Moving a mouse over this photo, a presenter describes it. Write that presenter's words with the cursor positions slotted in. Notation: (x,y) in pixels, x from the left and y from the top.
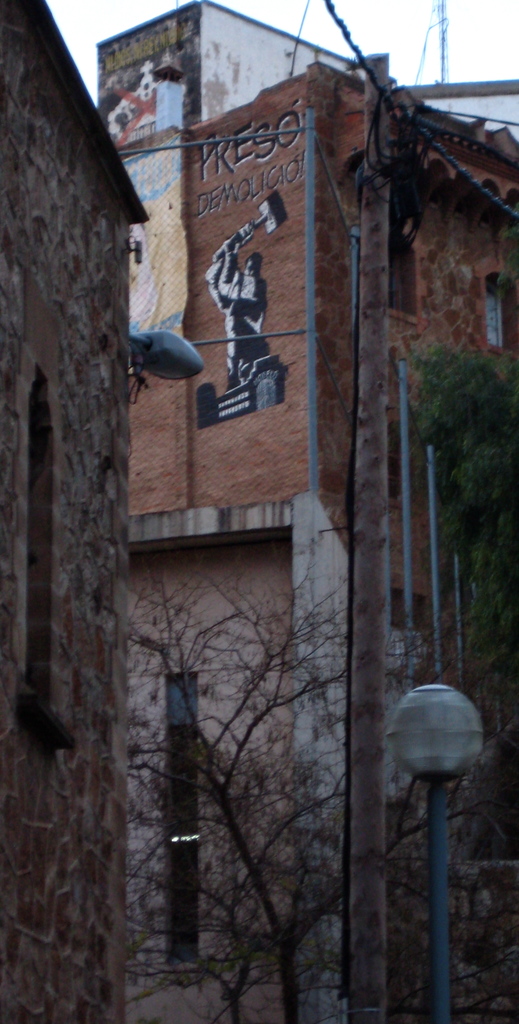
In front of the picture, we see the tree (286,826) and the light pole (413,716). There are buildings (223,249) and street lights (148,365) in the background (257,315). On the right side (514,669), we see a tree (510,662). At the top (432,58), we see the sky (432,58) and the tower (446,20).
